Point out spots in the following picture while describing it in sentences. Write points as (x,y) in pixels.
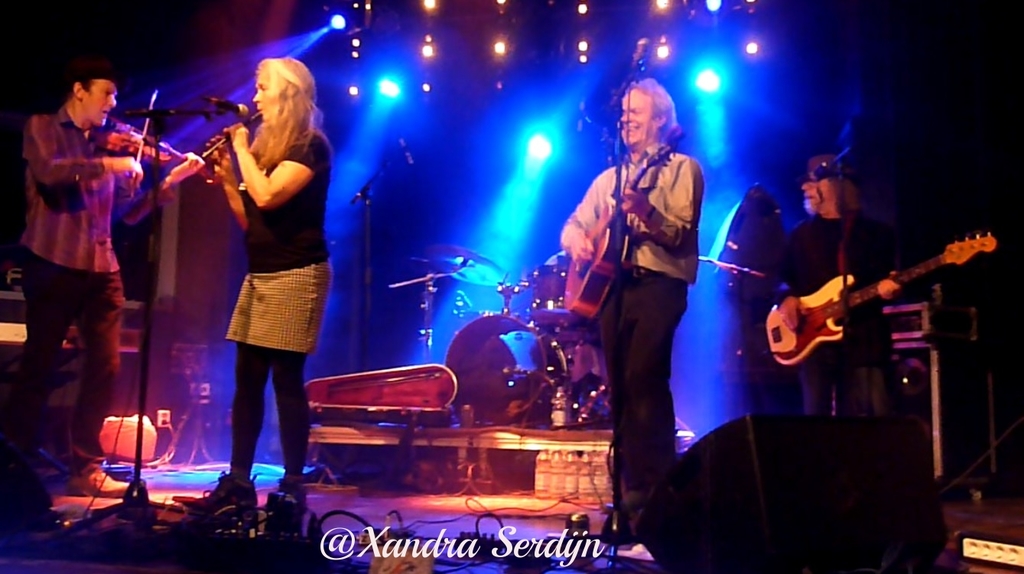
In this picture there are two musicians (235,173) one of them is playing a guitar (584,260) and the other is playing a flute (252,120) with mics (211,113) placed in front of him. In the background (88,220) we also observe two guys (99,211) playing violin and guitar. There are musical instruments (538,359) in the background (480,403). There are lights (548,145) attached to the roof (489,50).
